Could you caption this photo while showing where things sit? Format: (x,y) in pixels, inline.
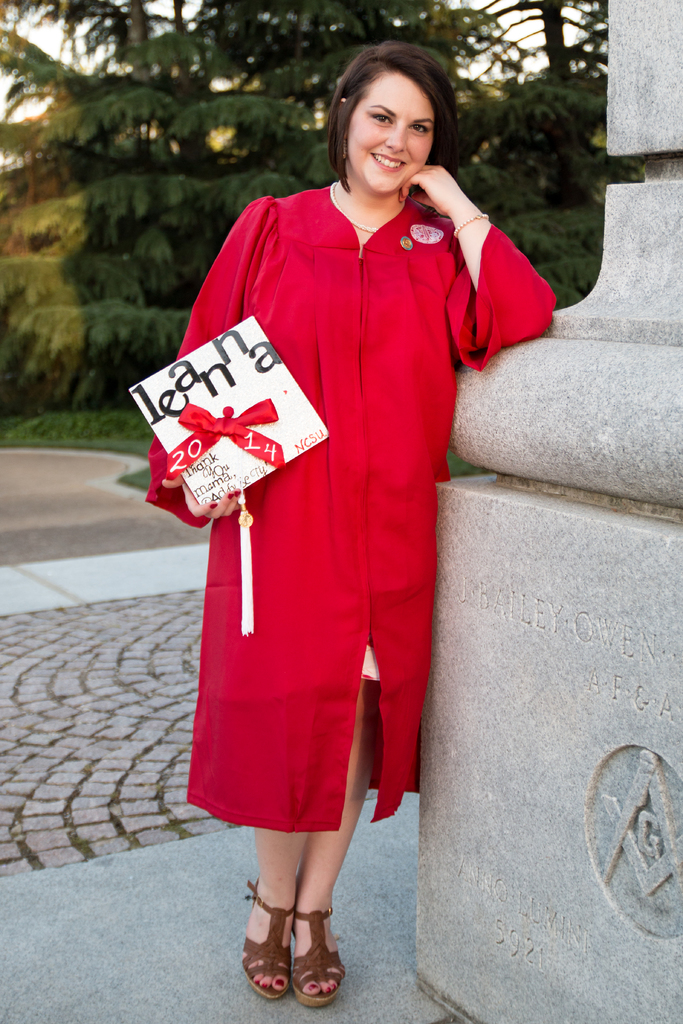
In this image there is a woman (328,411) standing and holding a graduation cap (208,434) with some text (194,470) on it, beside her there is a wall structure (579,593), behind her there are trees (139,128).
